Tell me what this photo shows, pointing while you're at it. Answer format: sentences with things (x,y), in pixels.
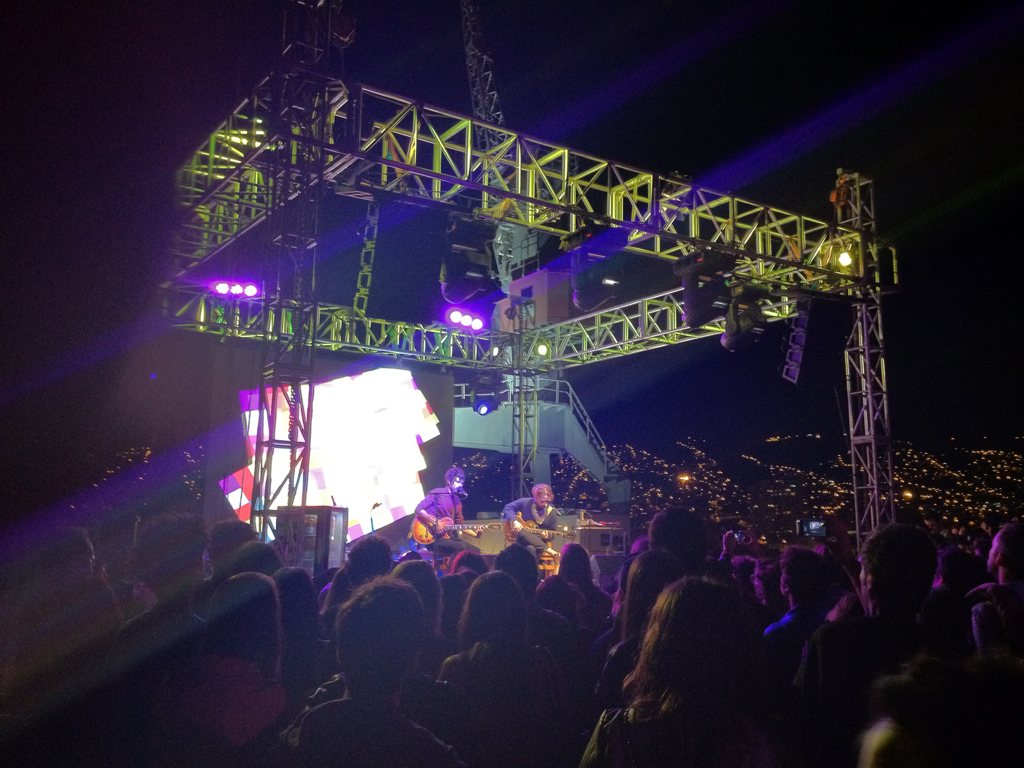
In this image I see number of people (236,637) in which these 2 persons (459,509) are holding guitars (426,538) in their hands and I see mics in front of them and I see the rods (772,217) and I see the lights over here and it is dark in the background (28,434).
